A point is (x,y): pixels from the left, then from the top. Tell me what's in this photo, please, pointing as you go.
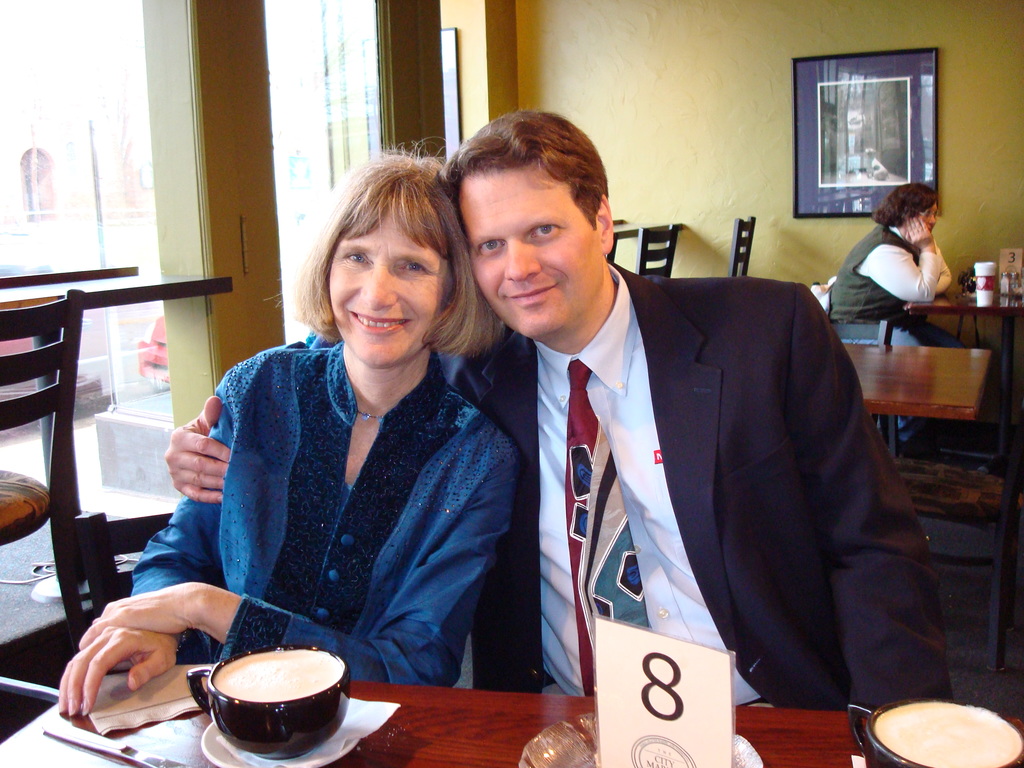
In this image i can see inside view of an image. On the left (34,312) i can see a table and chair (13,372). On the left corner (16,192) i can see a building (42,142) and on the left (267,418) i can see a woman (274,429) wearing a blue color jacket (276,404) and she is smiling near to woman (263,550) there is a table (390,737), on the table (413,720) there is a saucer (217,735) and cup (228,714) and there is a tissue paper (133,723) and beside her there is a man (604,489) wearing a blue color jacket (714,355) this is smiling, his wearing a red color tie (575,499). And her right corner there is a woman (924,265) put her hands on the table (955,301). And there are some objects (1023,264) on the table (1003,298). Back side of the woman (882,230) there is a photo frame (801,161) attached to the wall (639,165). And wall (622,88) color is in yellow.
